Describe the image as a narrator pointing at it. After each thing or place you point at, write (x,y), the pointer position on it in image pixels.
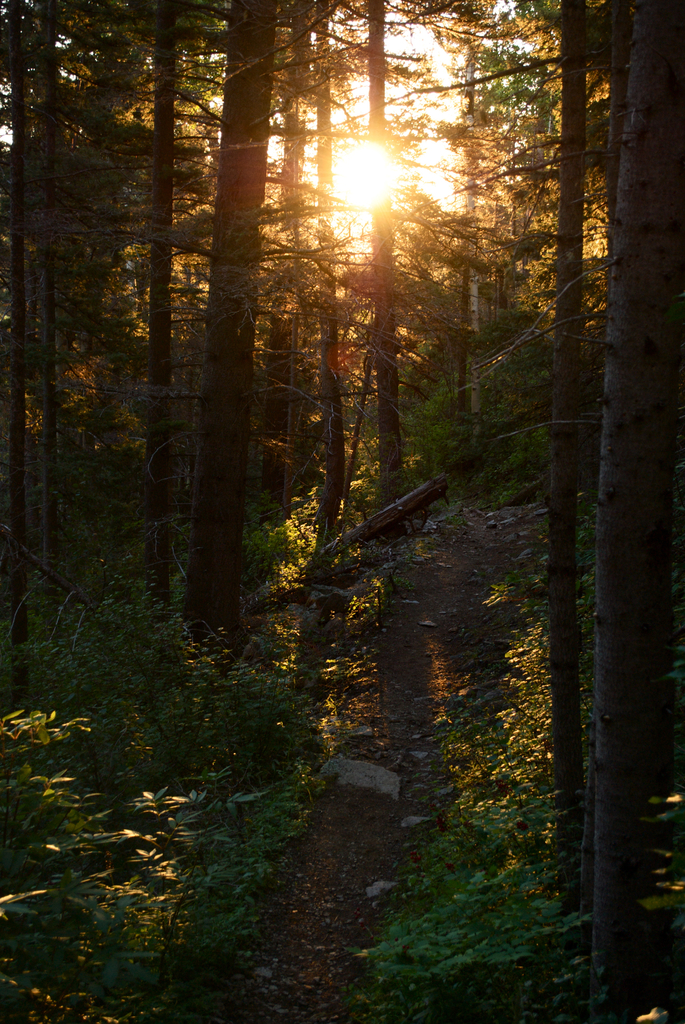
In this picture I can see there are some trees (487,28) and there is soil (308,851) and rocks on the floor (524,554) and the sky (409,40) is clear.
